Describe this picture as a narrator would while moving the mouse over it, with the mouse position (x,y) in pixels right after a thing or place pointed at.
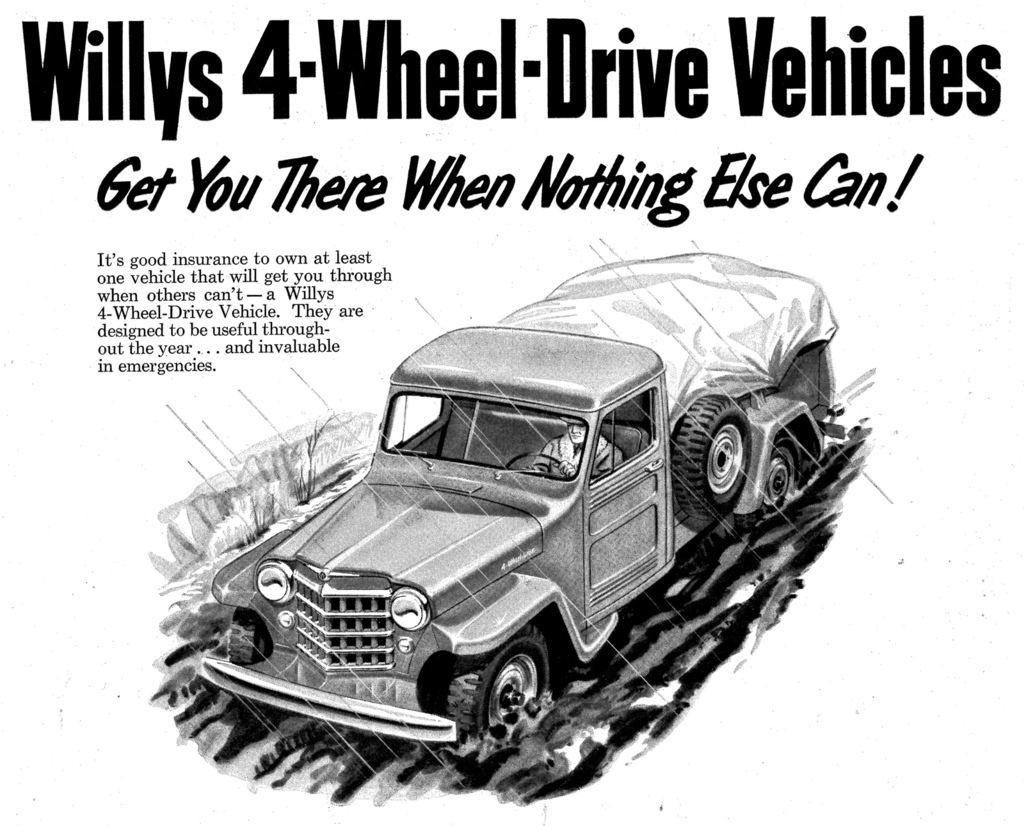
We can see a person (576,421) inside a vehicle (612,402) and we can see some information (249,269).
